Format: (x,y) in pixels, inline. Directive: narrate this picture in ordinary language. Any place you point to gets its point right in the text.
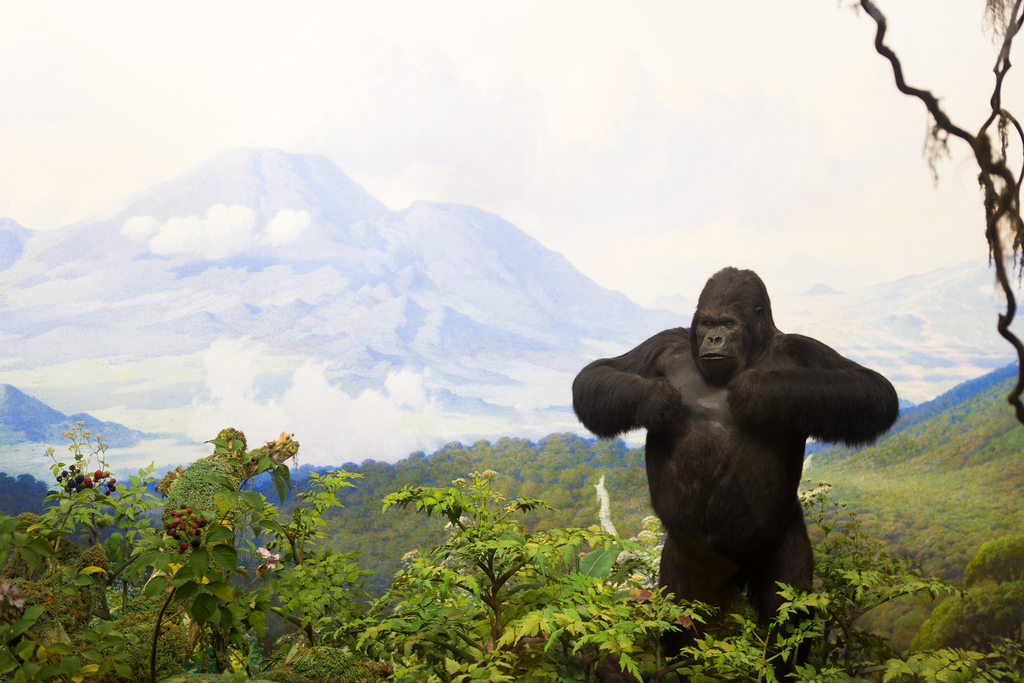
In this picture I can see the trees (239,610) at the bottom (465,540). On the right side (757,287) there is a gorilla (729,435), in the background (513,304) there are hills (417,273). At the top (542,65) there is the sky (503,54).
